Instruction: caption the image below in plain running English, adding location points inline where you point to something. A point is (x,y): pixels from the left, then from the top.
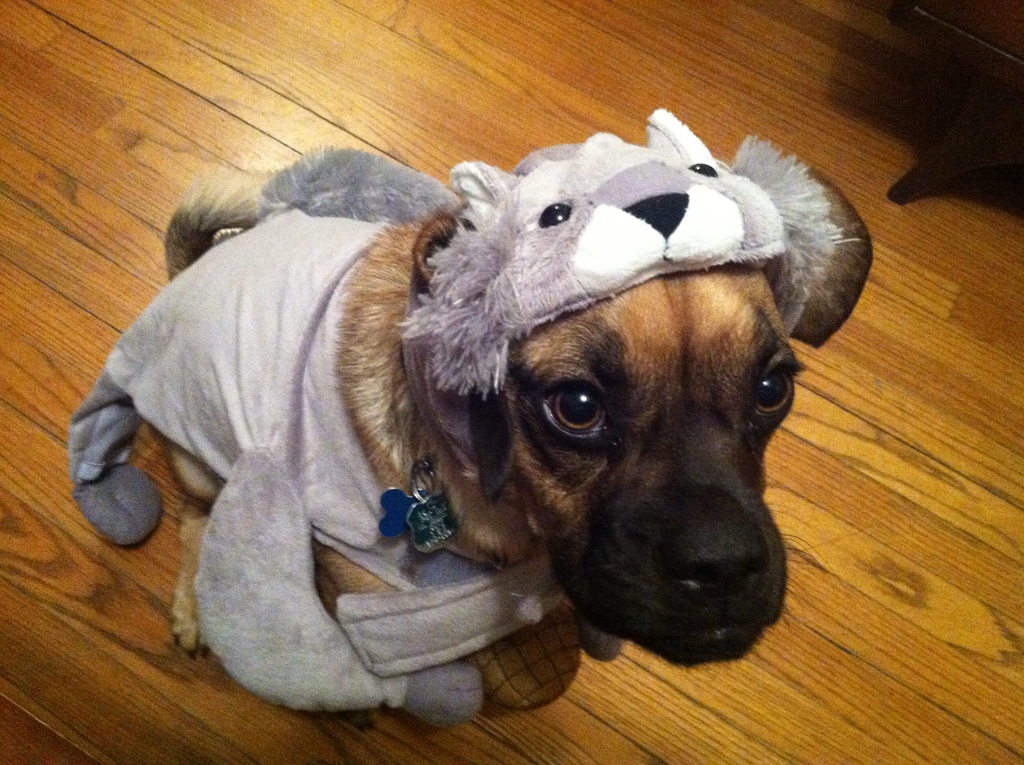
In this image there is a dog (359,494) in different costume (391,548) on the wooden surface (823,665).
